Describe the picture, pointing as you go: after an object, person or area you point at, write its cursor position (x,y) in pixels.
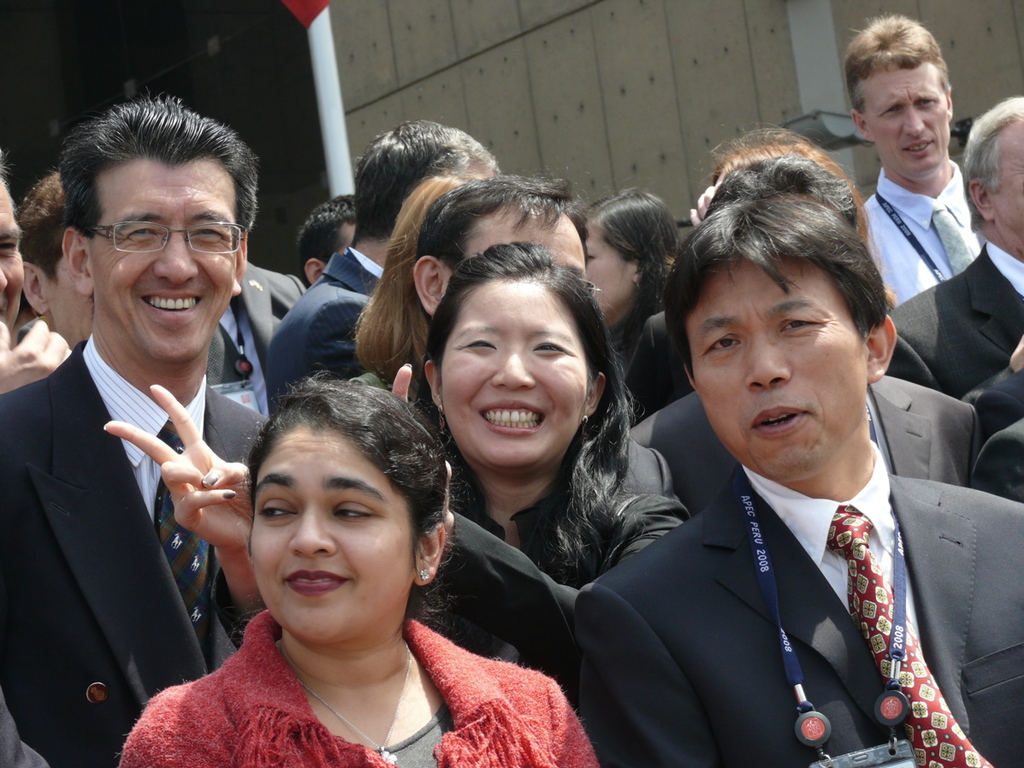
In this image, we can see people (425,477) and some are wearing coats (627,494), ties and id cards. In the background (375,76), there is a pole (328,55) and a wall (556,48).
